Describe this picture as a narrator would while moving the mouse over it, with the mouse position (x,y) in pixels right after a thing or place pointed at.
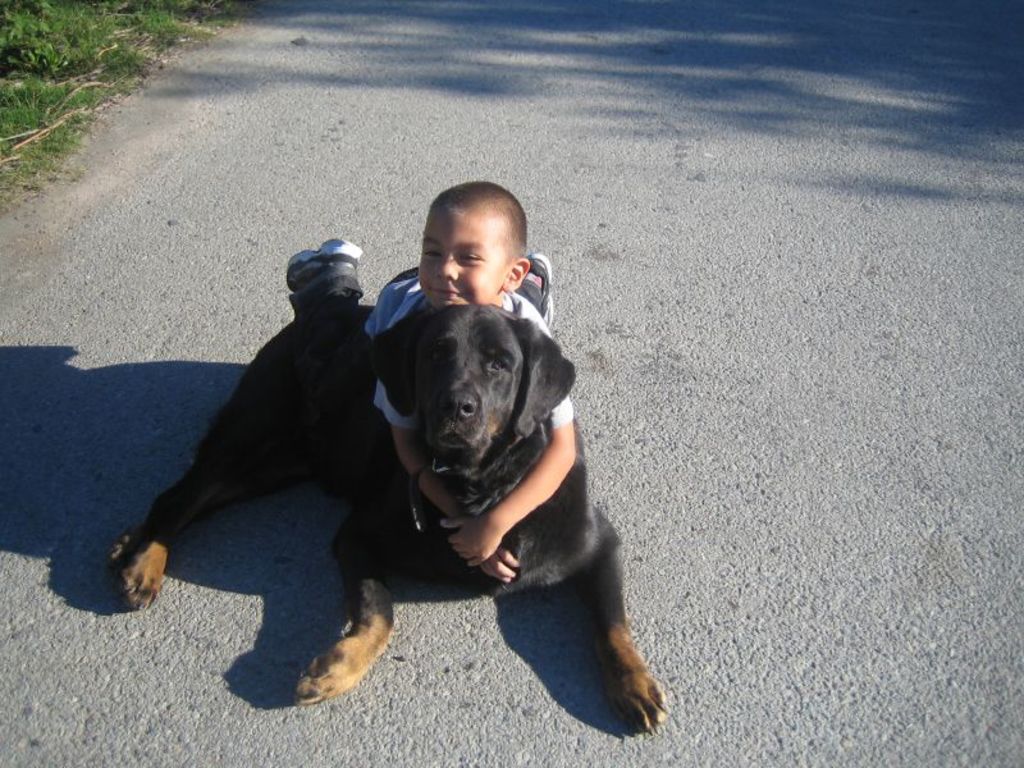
In this picture a small kid (486,232) is holding on a black dog (498,436) and both are resting on the floor (866,361). To the top left corner of the image (69,51) we find small plants (65,67).
